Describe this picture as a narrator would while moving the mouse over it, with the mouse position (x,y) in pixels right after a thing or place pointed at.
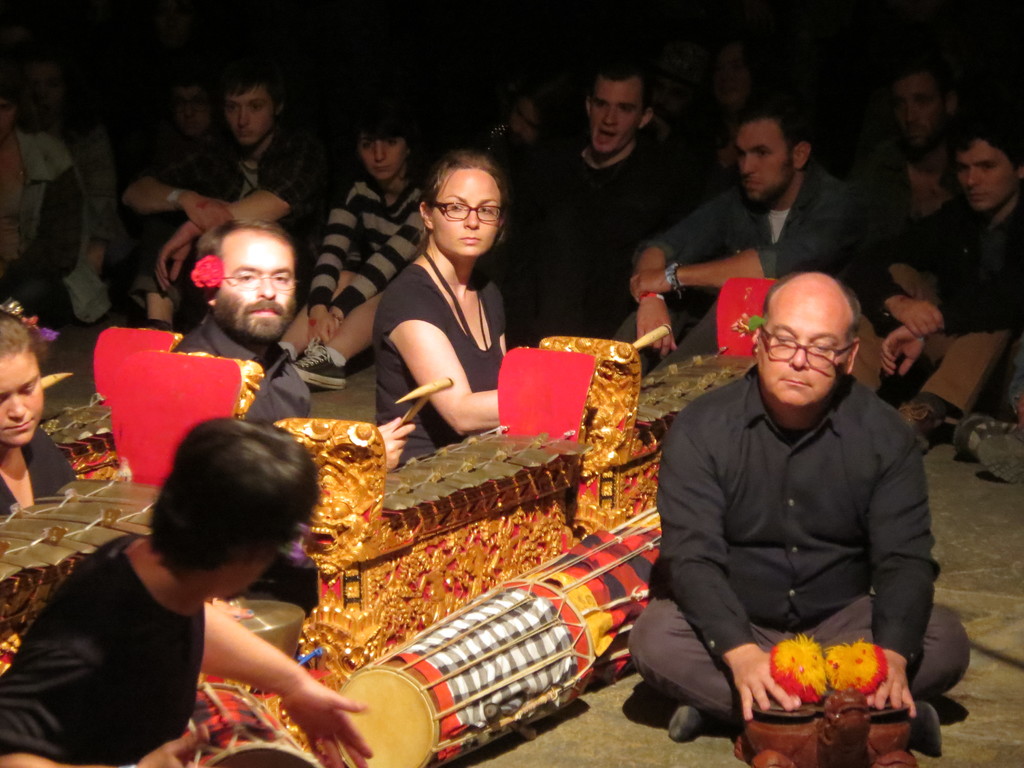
In this image people (391,422) are sitting on the floor (959,495). At the center of the image (518,492) there are some musical instruments (480,468).
